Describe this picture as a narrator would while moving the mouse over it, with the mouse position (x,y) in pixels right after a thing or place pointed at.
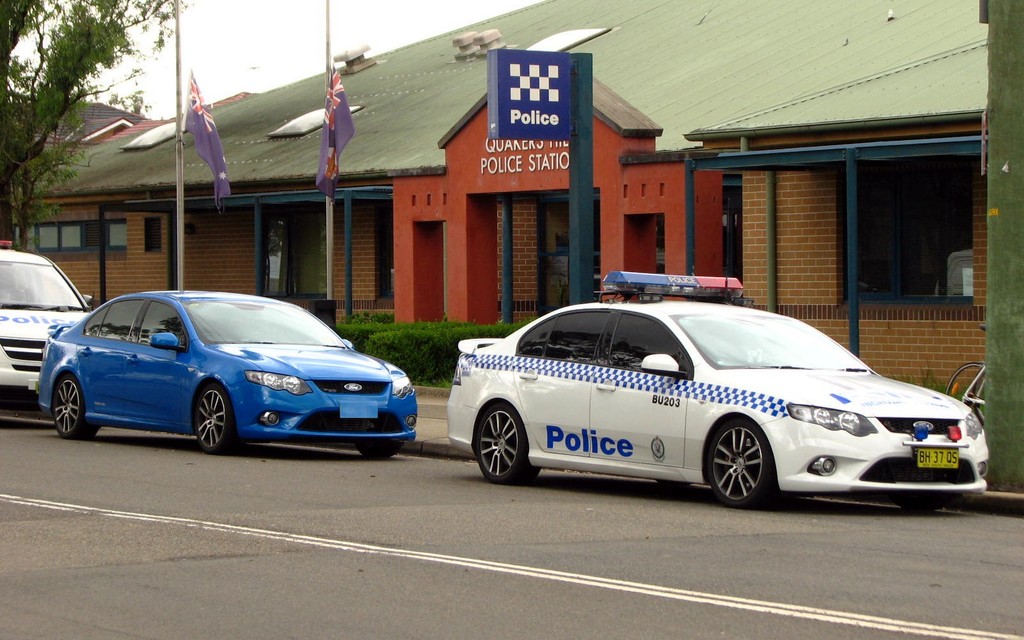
In this image I can see three cars (726,352) on the road (232,498). In the background (450,288) I can see flag poles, trees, houses (375,123), windows (273,215), plants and the sky (147,35). This image is taken during a day on the road (182,529).
